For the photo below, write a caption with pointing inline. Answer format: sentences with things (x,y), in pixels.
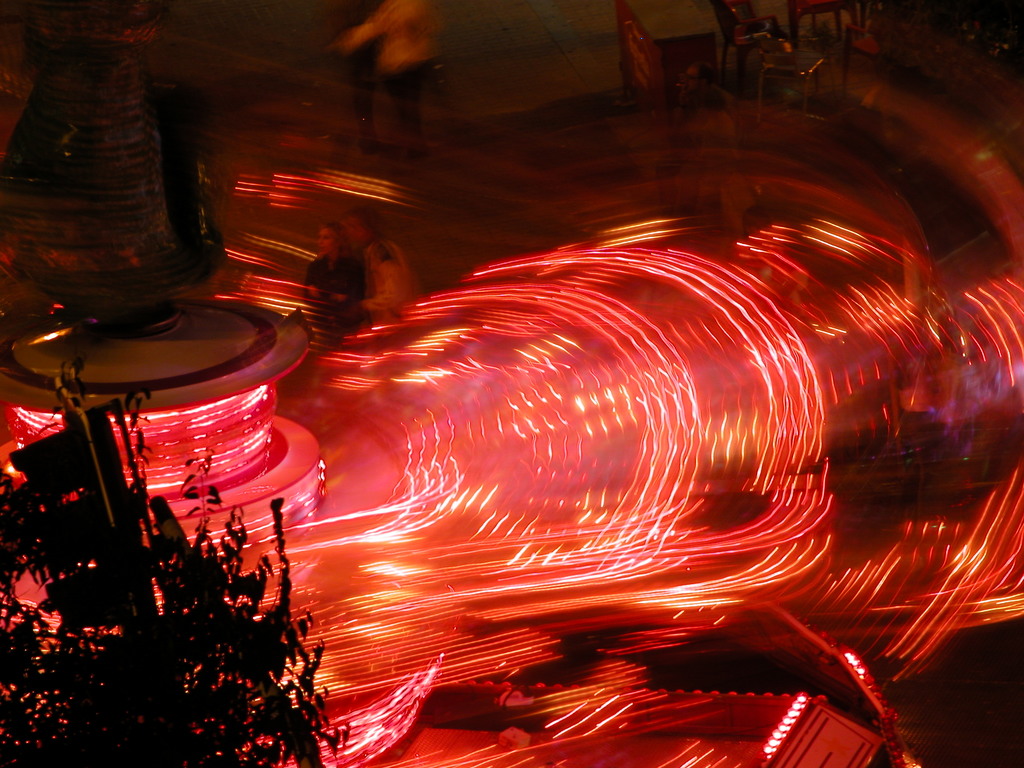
In the image there are few persons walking on the land (766,121) with a tree (123,752) on the left side (165,665) and lights (654,484) in the middle (621,389).
